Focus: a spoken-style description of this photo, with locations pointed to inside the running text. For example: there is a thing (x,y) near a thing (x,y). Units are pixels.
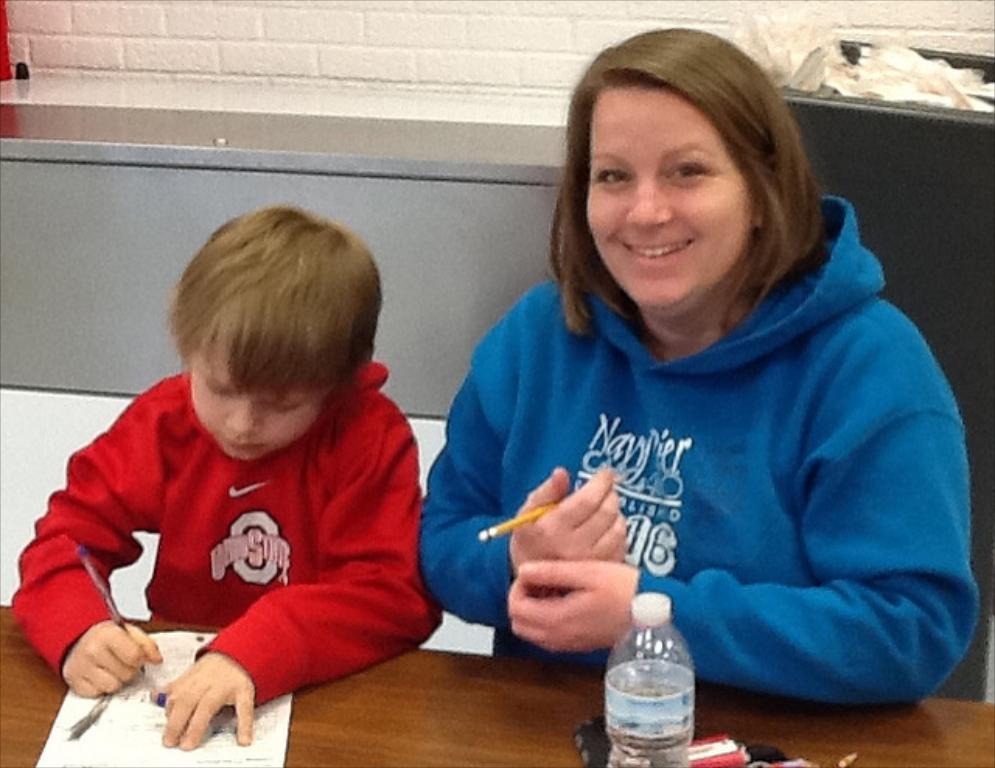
To the right (715,479) there is a lady (784,451) with blue jacket (872,487). And to the left (307,499) there is a boy (327,519) with red jacket (312,525). In front of them there is a table (427,721). On the table (442,729) there are some paper (108,754) is there and bottle (610,701). A boy (243,736) is writing something on the paper (129,687) with his pen (114,605). And a lady (446,531) is holding pencil (504,524) in her hand (553,543).
